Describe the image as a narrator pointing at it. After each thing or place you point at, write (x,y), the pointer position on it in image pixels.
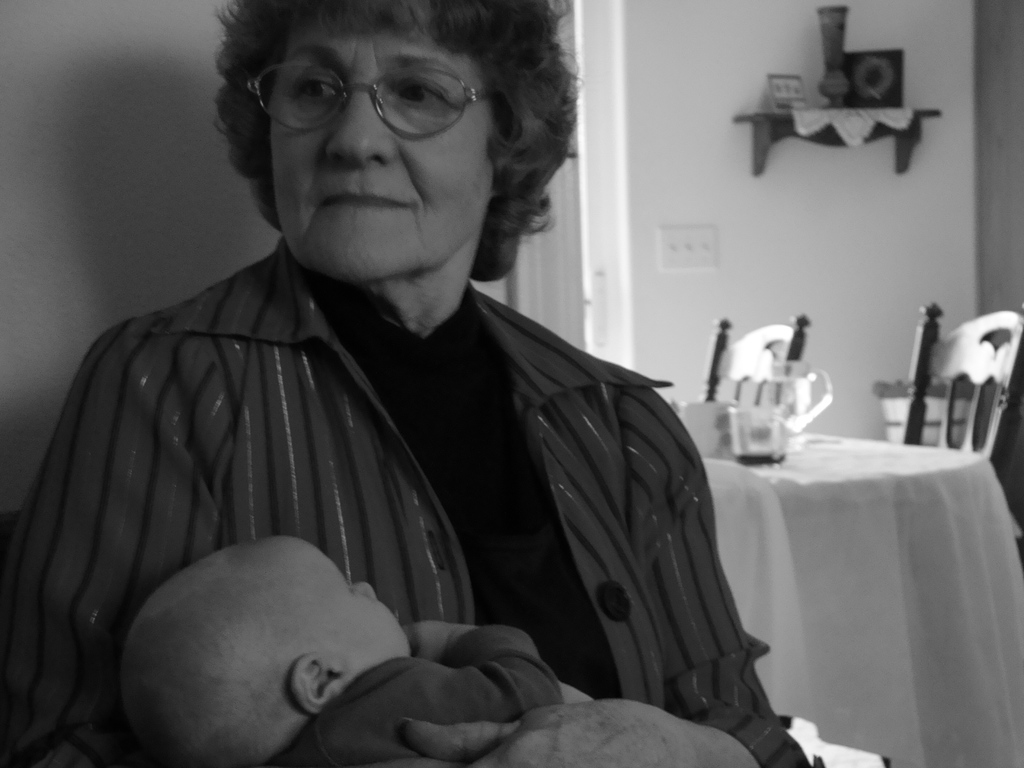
In this image I can see a woman (512,564) is holding the baby (418,674), she wore coat (409,451), on the right side (891,464) there are chairs (976,385) and a dining table (898,488) and there is a glass (754,445) on it.
